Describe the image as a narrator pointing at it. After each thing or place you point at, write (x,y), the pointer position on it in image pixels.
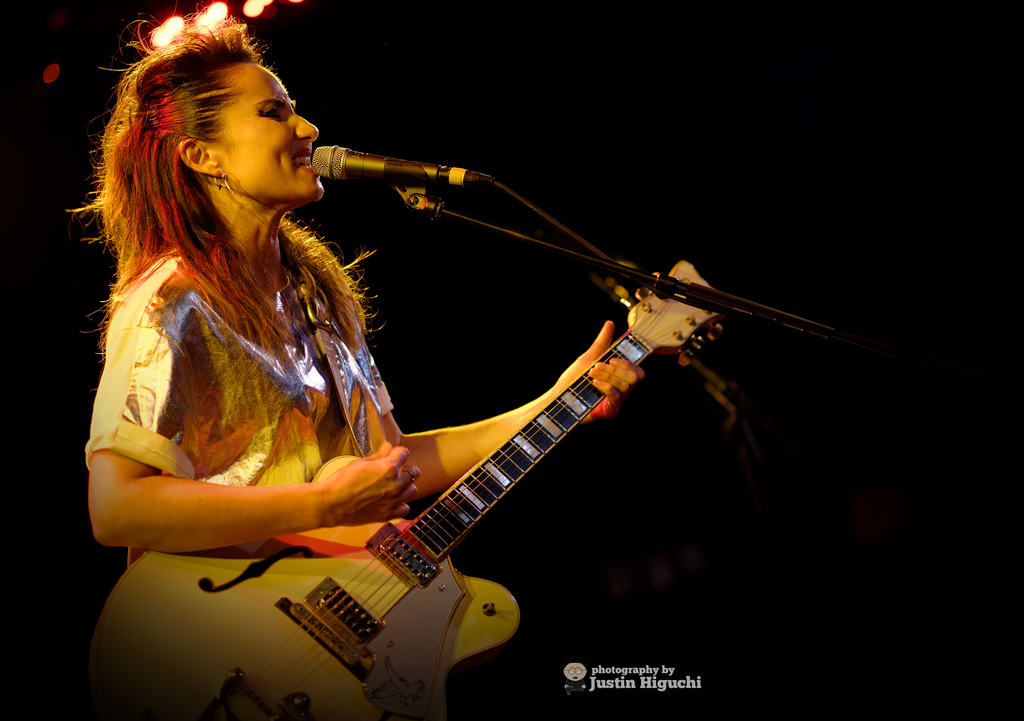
In this picture we can see a women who is singing on the mike (340,159) and she is playing guitar (232,699).
